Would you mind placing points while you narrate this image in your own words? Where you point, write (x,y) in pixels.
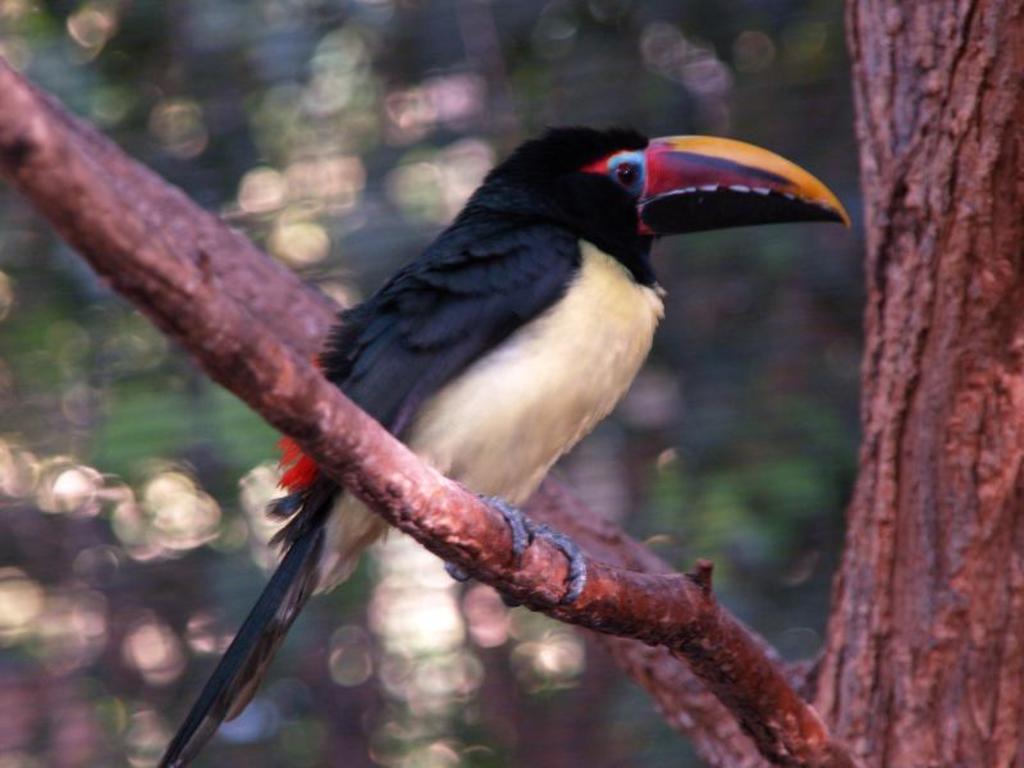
In the image there is a bird (618,350) is standing on the branch (45,191) of a tree (426,463). And the bird (506,257) is in black and white color. And its beak (726,177) is in red color. Behind the bird (438,288) there is a blur background (710,37).
